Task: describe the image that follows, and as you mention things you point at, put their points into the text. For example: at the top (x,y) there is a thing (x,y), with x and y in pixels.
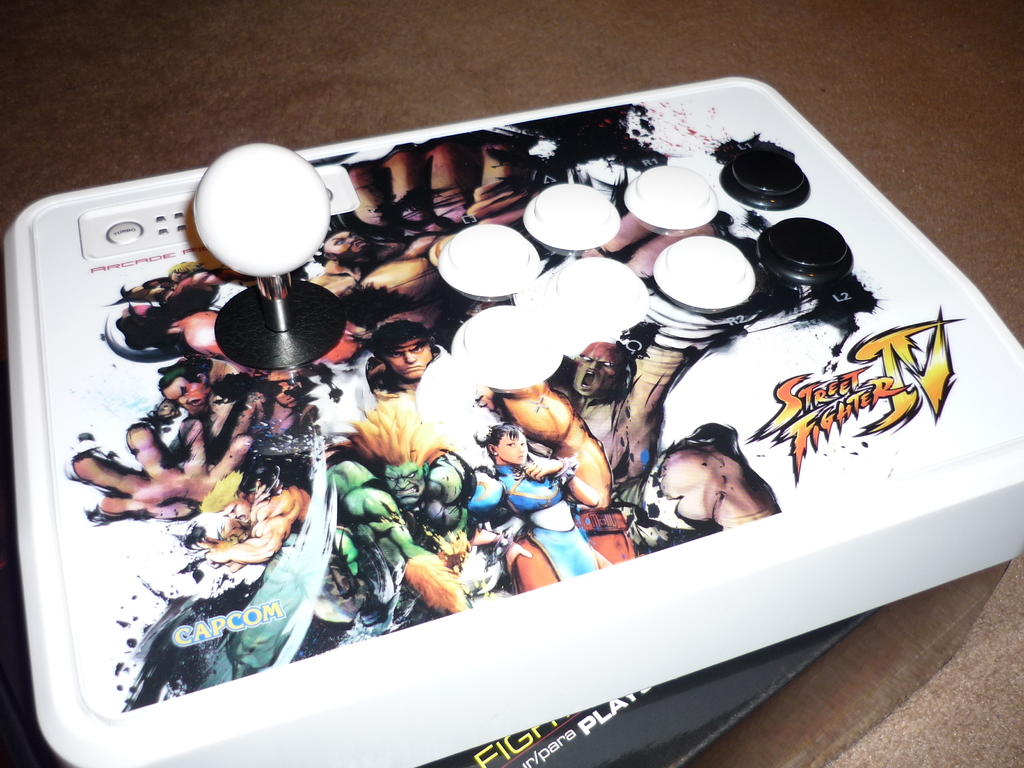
In this picture I can see a joystick (566,418) on a box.
